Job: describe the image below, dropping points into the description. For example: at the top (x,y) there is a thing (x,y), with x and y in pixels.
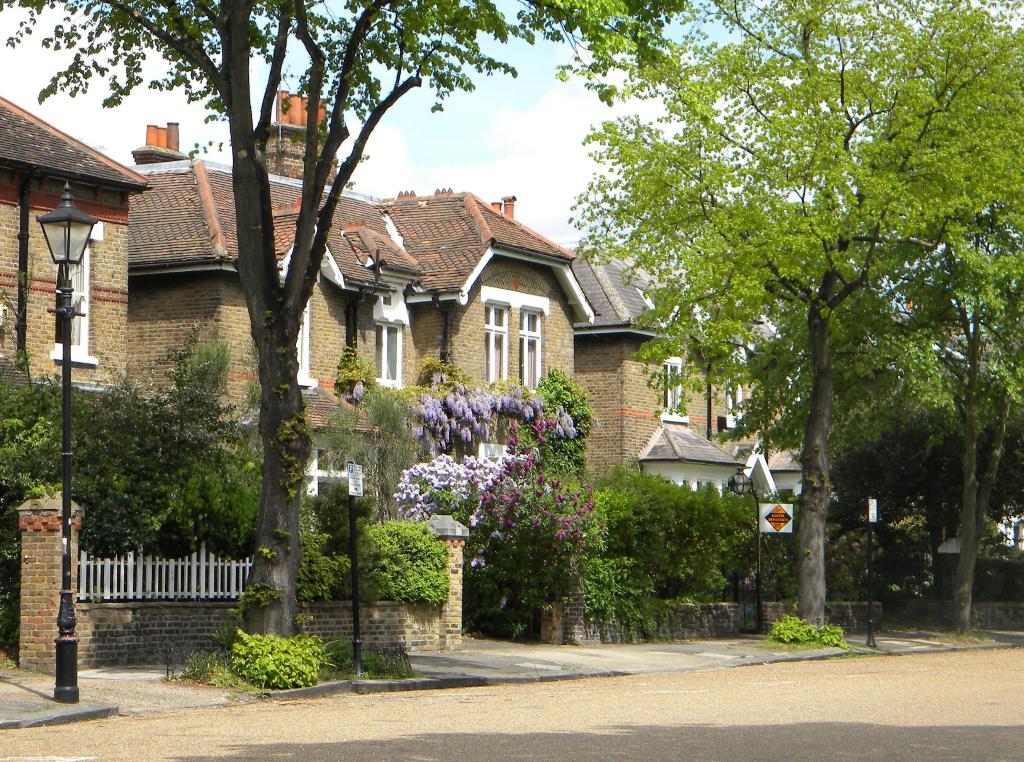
In this image there is the sky (513,104), there are houses (609,410), there are trees (928,467), there is a wall (363,637), there are poles (358,608), there are boards (349,480) on the poles (350,516), there are plants (319,662), there is a streetlight (70,232), there are windows (500,365), there is the road (473,709).
